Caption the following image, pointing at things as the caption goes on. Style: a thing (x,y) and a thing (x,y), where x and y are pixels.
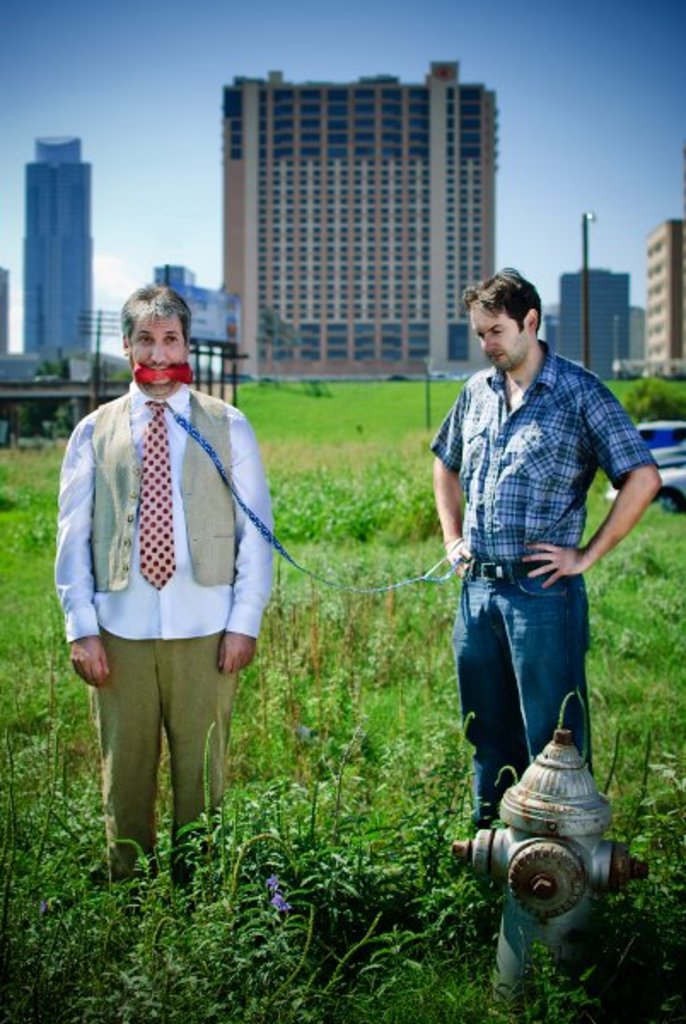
In the center of the image (229,549) we can see two people (475,699) standing. On the right (500,968) there is a hydrant (521,920). At the bottom (269,916) there is grass (267,865). In the background (290,251) there are buildings (479,183), poles (585,353) and sky (377,17).
